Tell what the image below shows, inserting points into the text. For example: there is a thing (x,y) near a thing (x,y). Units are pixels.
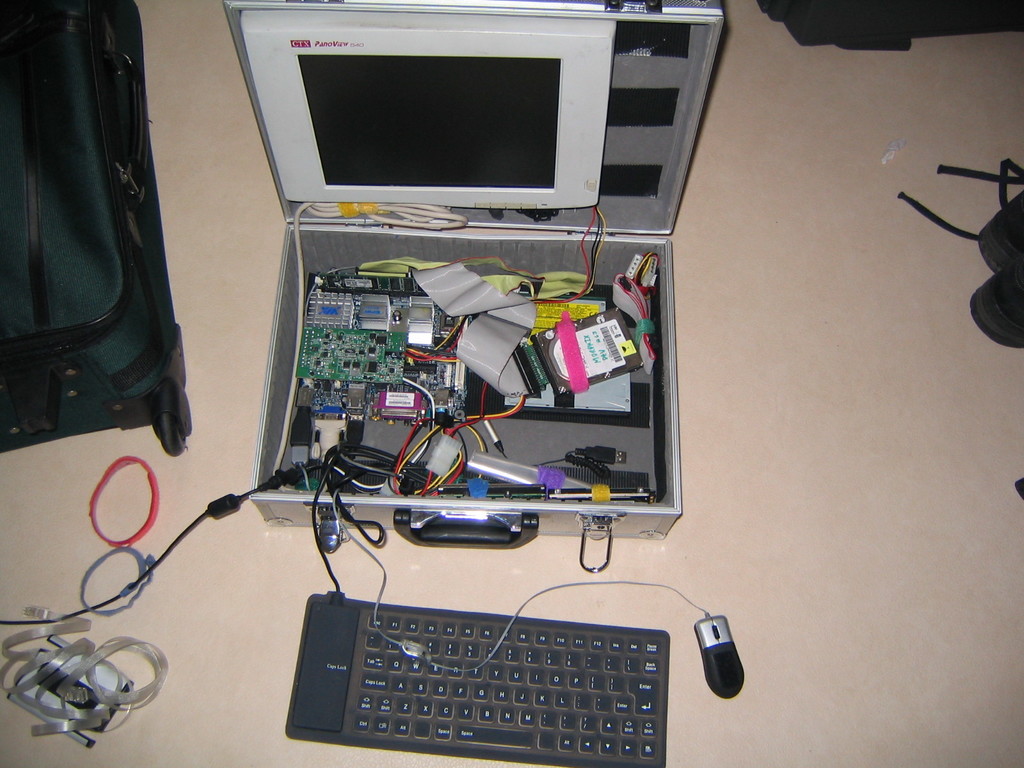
There is a briefcase (566,253) in the middle of this image (473,361) and there are some connections (468,354) of a circuit boards (397,363). There is a keyboard (541,637) and a mouse (711,666) at the bottom of this image (545,685) and there is a bag (96,341) on the left side of this image (94,262), and there are some other objects (43,669) kept at the bottom left side of this image (68,682), and there is an object (997,267) on the right side of this image (986,313). All these are kept on the surface (804,363) which we can see in the background (760,569).
